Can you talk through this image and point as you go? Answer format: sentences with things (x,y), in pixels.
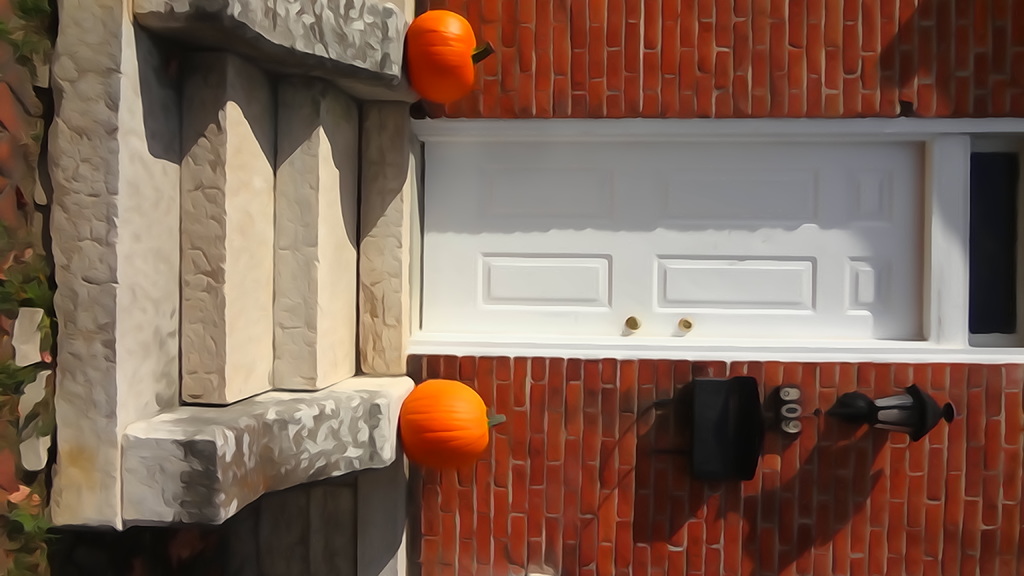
It is a tilted image, in the image there is a door (582,251) in between the brick wall (619,387) and in front of the door (834,239) there are stairs (298,240) and two pumpkins (467,22) and there is a lamp (872,409) fixed to the wall (851,384), it looks like a painting.
